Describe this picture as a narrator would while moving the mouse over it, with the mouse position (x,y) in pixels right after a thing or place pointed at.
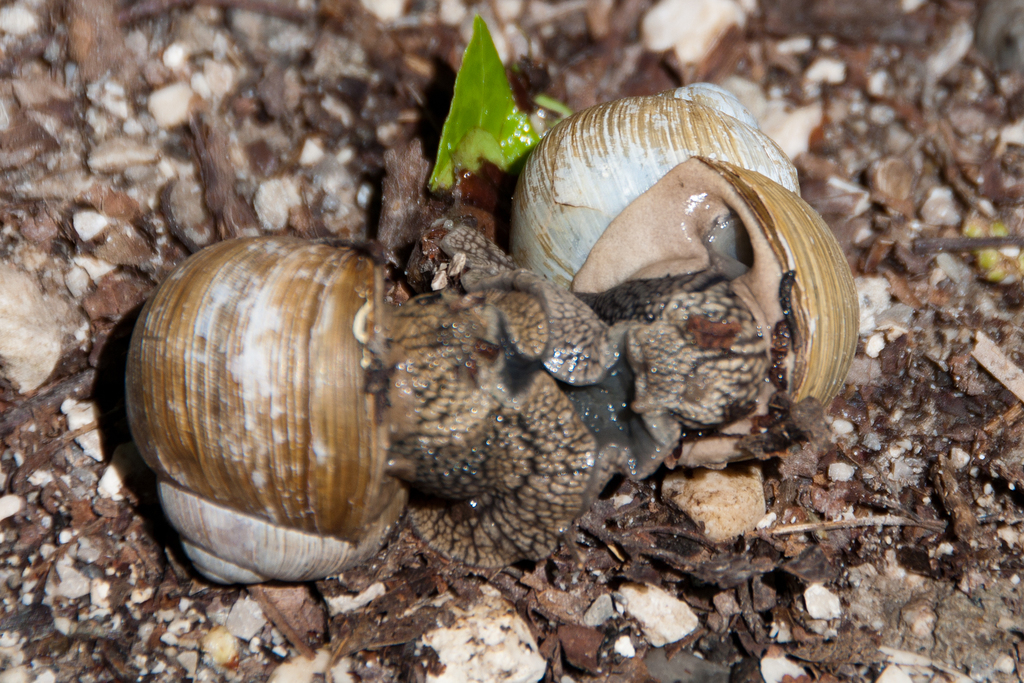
In the picture I can see the snails (539,352) and a green leaf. I can see the stones (106,496) and wooden pieces (637,542) on the ground (637,559).
